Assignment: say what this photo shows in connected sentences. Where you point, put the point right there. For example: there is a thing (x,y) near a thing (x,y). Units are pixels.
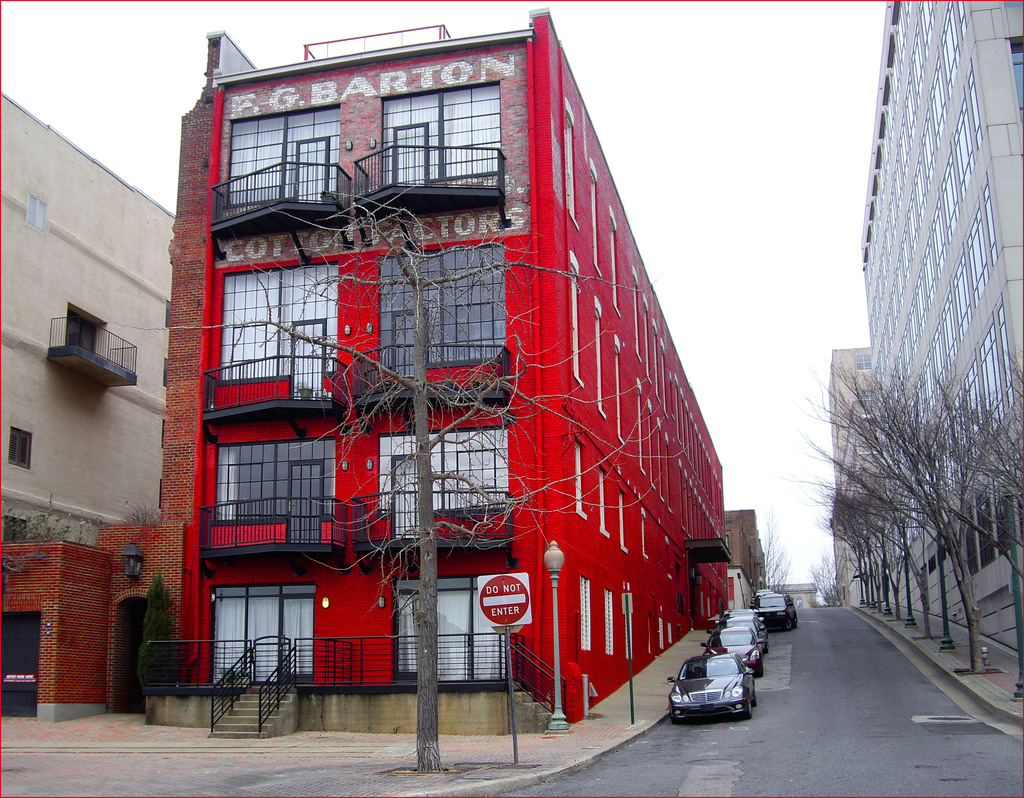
In the center of the image (534,279) there is a building (500,142). There are cars (671,704). There are trees (423,658).
